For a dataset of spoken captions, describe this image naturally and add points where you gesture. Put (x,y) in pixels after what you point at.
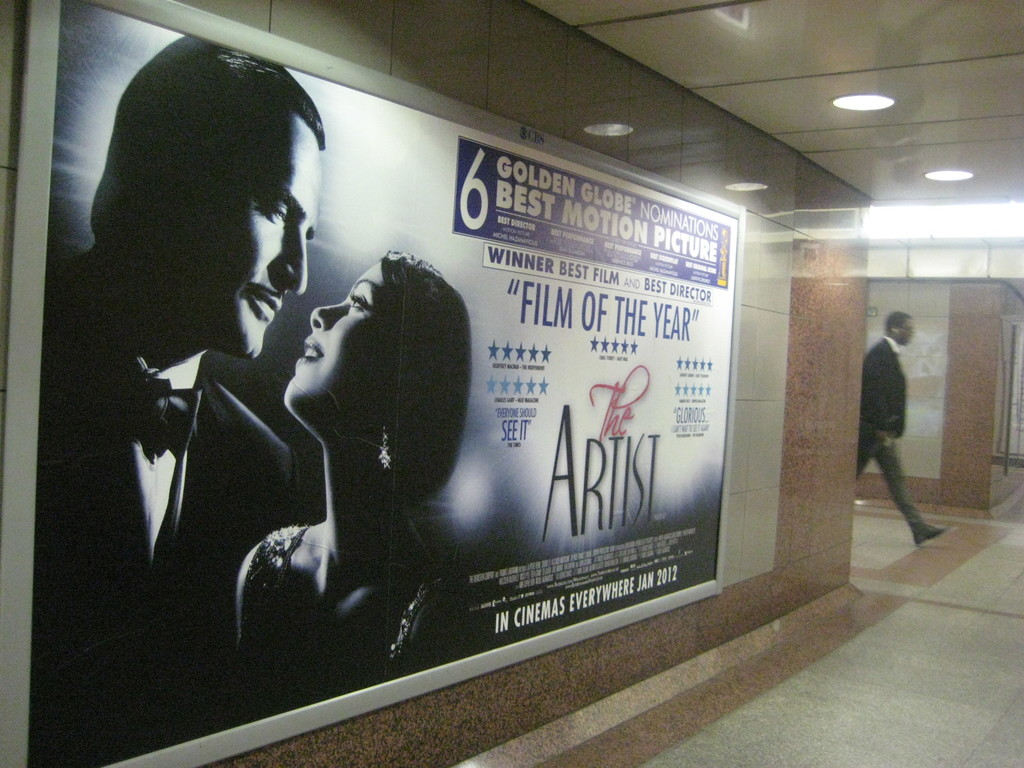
In this picture, it looks like a poster (369,174) of two people (261,242) on the wall (309,740) and on the poster (446,341) it is written something. On the right side of the wall (828,355) there is a person (877,455) walking on the floor (875,521). At the top (856,108) there are ceiling lights (907,207).
